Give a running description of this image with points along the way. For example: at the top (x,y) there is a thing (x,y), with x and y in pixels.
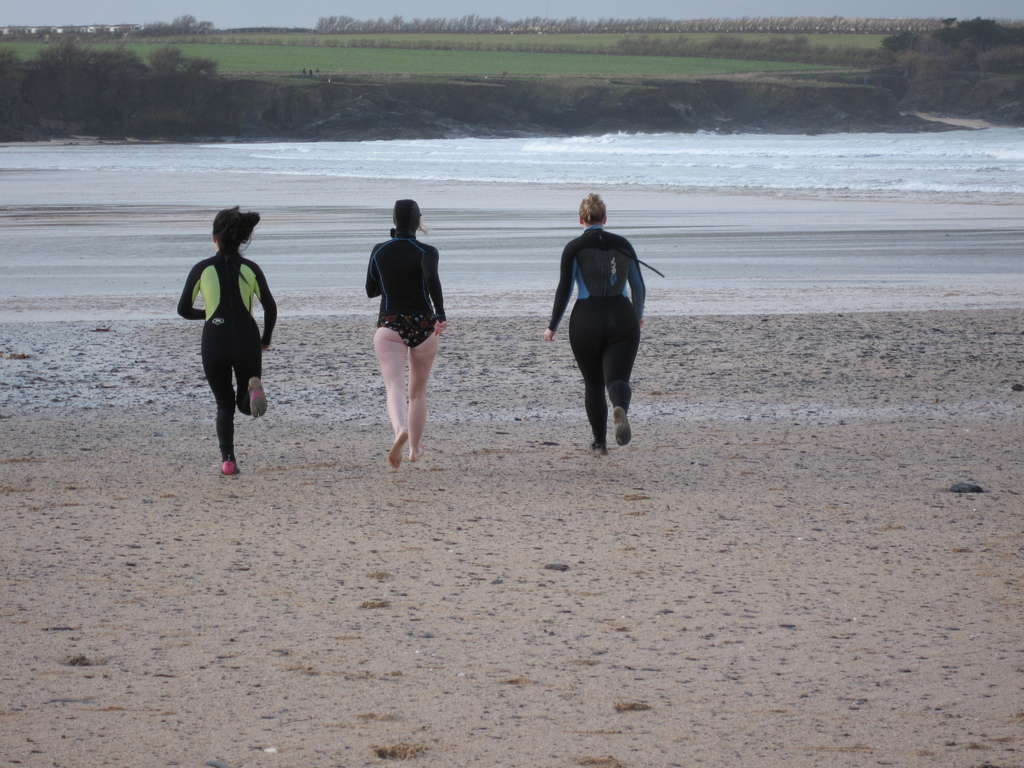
The image is taken on the shore (62,443). In the center of the picture (573,332) there are women (427,338) running on the beach (737,261). On the right (835,164) there is a water body (490,173). In the background (205,63) there are trees (160,66), field (446,65) and sky (285,23). At the bottom (371,594) we can see sand (297,708).
